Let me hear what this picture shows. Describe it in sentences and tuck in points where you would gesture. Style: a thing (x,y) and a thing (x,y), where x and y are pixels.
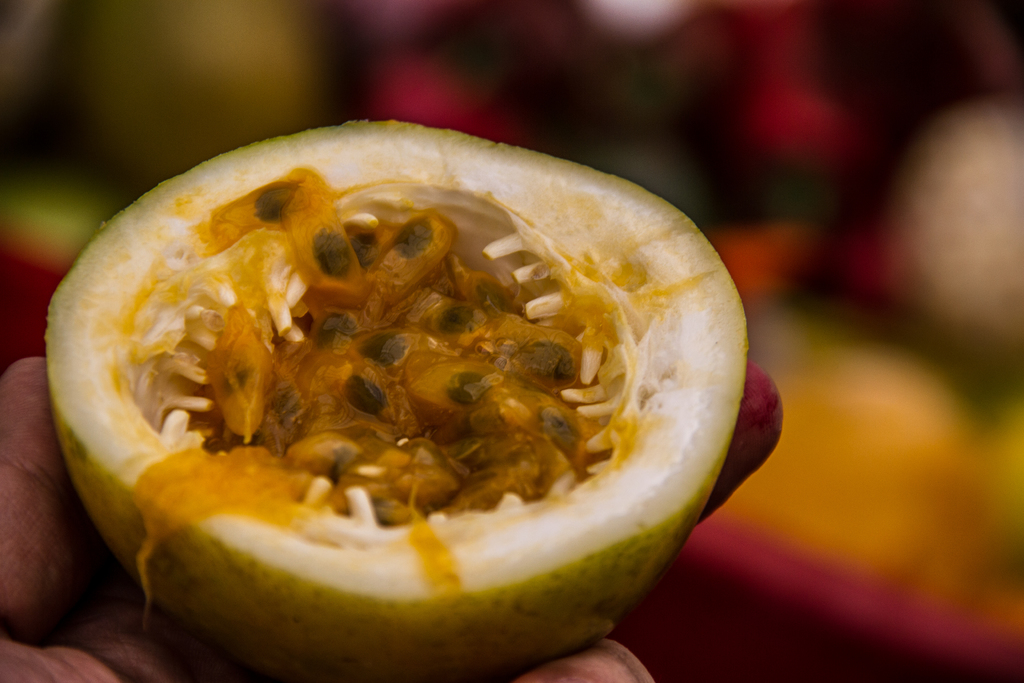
In this image we can see a person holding fruit (363,290) in the hands (101,548).
